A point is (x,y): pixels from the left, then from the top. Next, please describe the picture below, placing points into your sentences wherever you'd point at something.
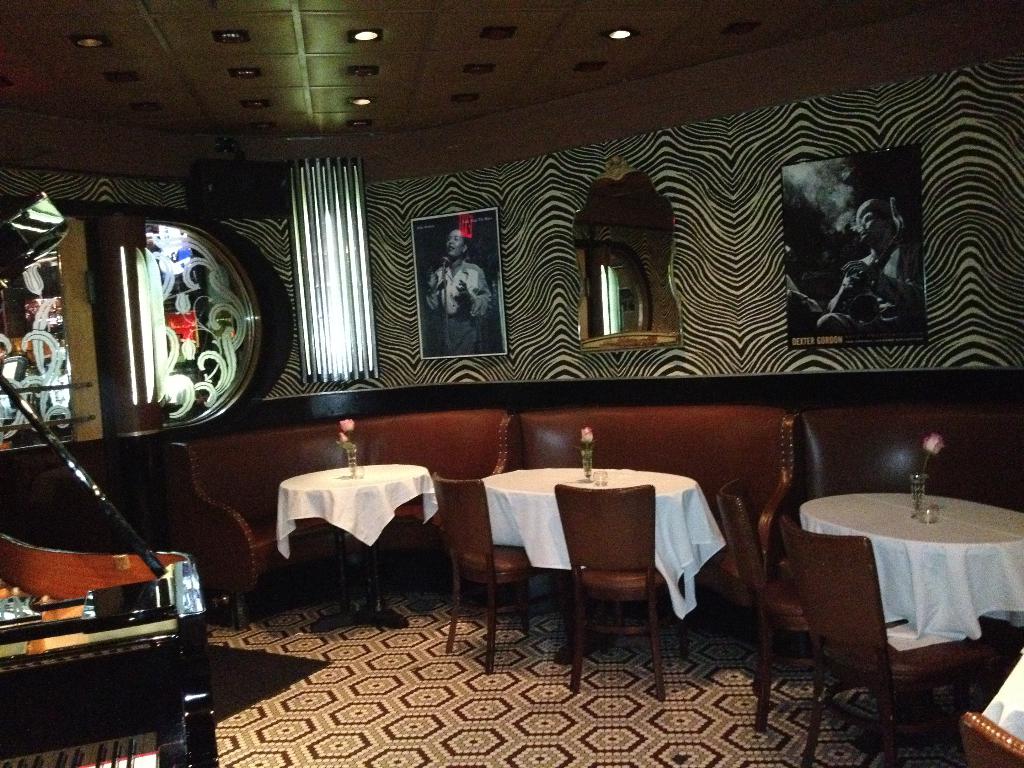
In this image, we can see a room (445,294) where there are some photos (807,225) which are place on the wall (599,376) and the wall (384,235) is of black stripes (740,231). There is also a light (299,285) over here and there are some chairs (864,576) and tables (877,524) with a flower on each table (942,521) and there is a musical instrument (206,674) to the left side of the image (76,640) and the floor (369,688) is covered with a carpet (609,747).
